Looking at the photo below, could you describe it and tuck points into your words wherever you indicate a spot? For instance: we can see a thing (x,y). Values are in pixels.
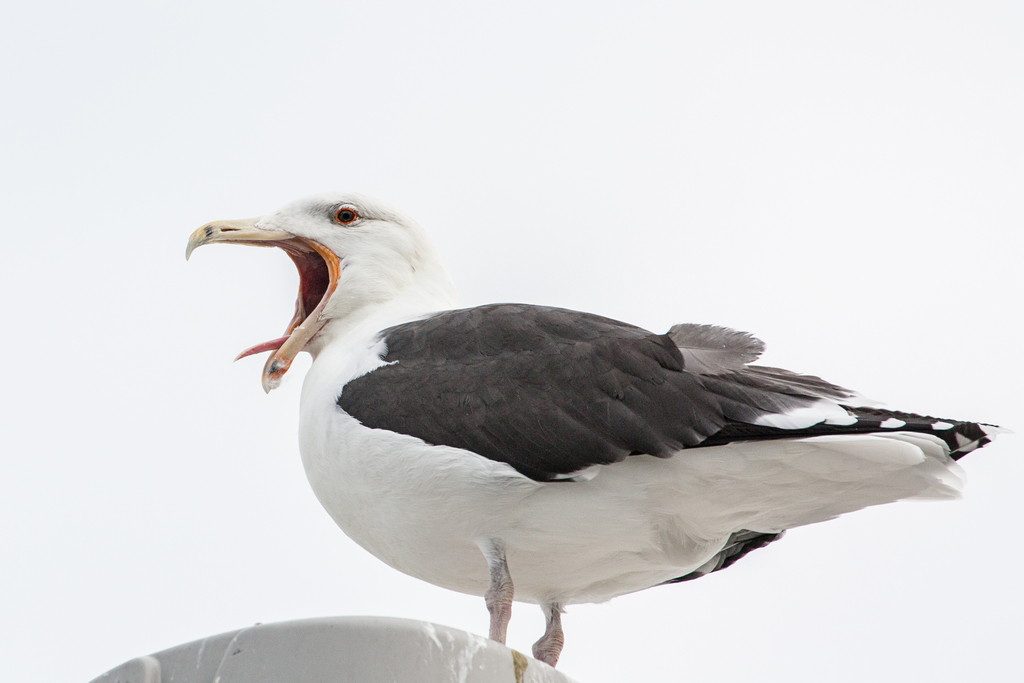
In this image, we can see a black and white bird (502,470) mouth (303,289) was open. At the bottom (373,652), we can see a white object (357,649). Background (1001,273) there is a sky (684,146).
